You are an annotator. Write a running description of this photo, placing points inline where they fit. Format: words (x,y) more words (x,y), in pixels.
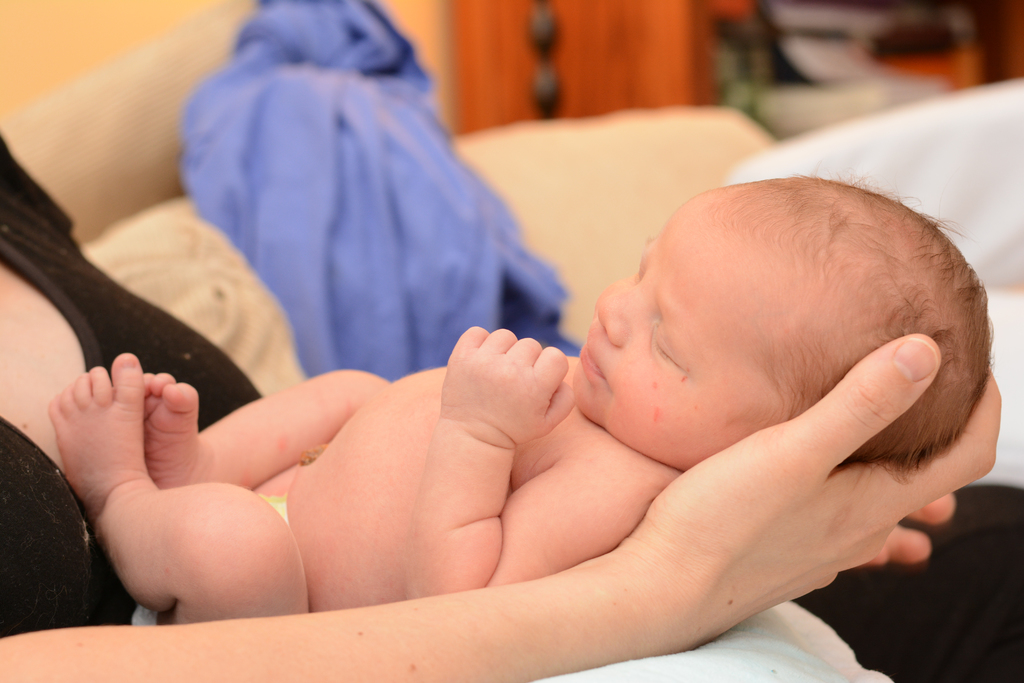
This image consists of a woman (125,603) wearing a black dress (60,601) is holding a kid (482,481). She is sitting on a couch (604,155). In the background (345,305), we can see a cloth (387,216) in blue color.
